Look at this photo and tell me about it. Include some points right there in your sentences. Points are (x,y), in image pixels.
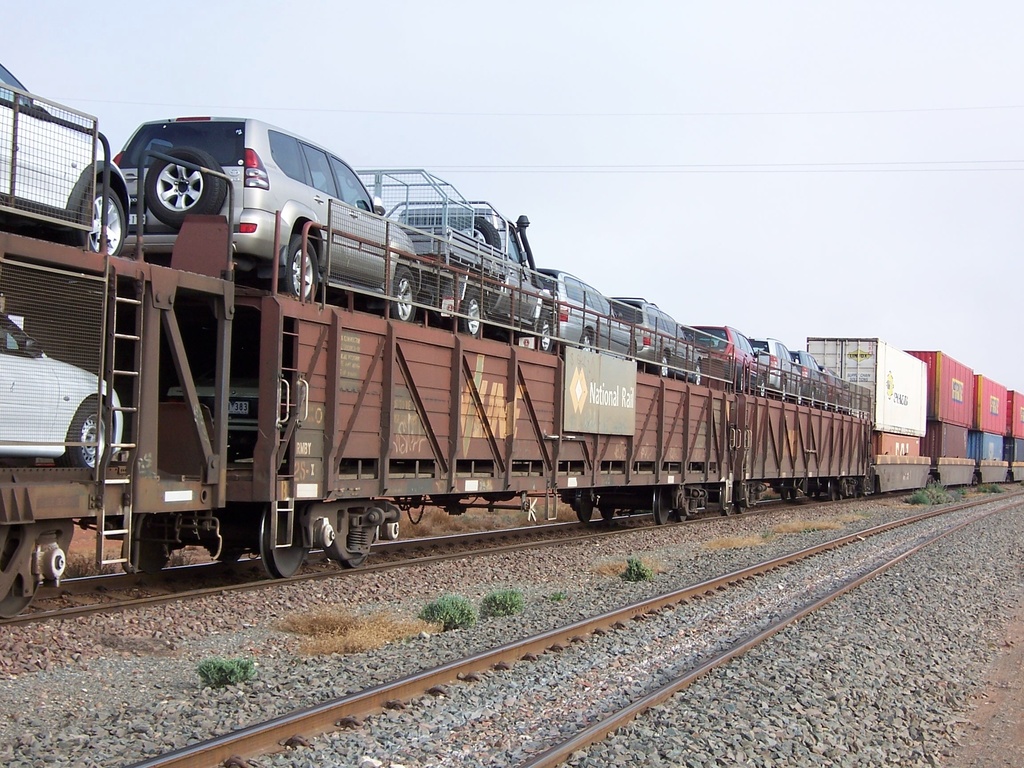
In this image we can see group of vehicles (54,389) parked on a train wagon (498,418) with some poles (513,424) placed on the track (163,577). On the right side of the image (1016,443) we can see some containers (965,455), plants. At the top of the image (680,77) we can see the sky (535,27).
